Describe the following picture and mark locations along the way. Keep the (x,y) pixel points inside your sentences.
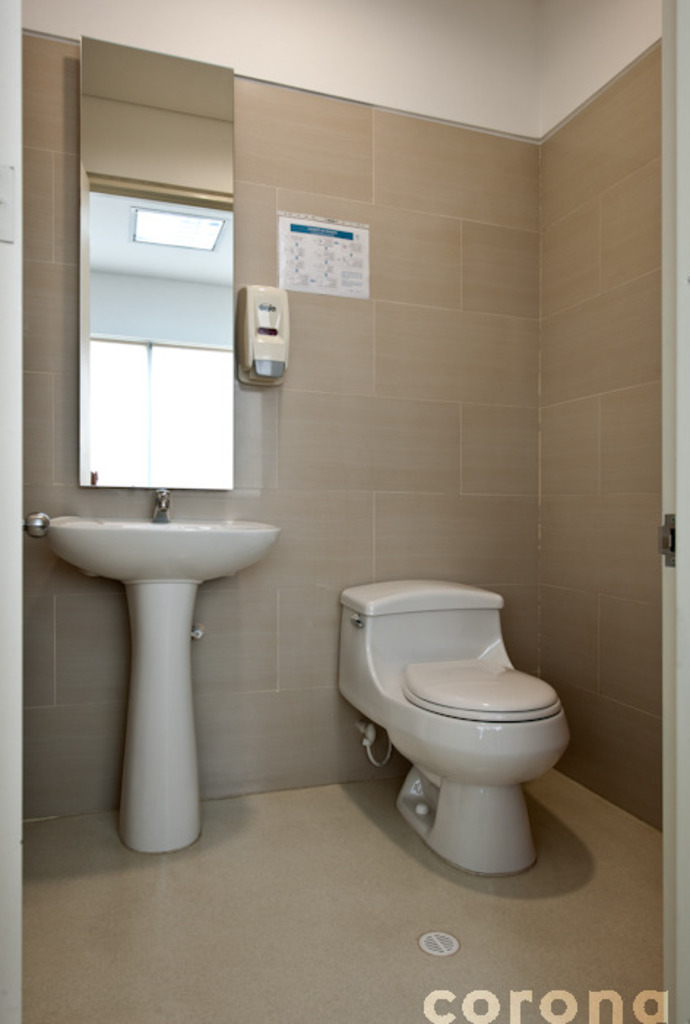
In this image I can see the sink (171,530) and tap (160,515). To the right (466,653) there is a toilet (358,667). In the background (237,353) I can see the mirror (224,413), box (286,299) and the paper (352,237) to the wall (387,302). I can also see the light (135,214) from the mirror (108,347).
